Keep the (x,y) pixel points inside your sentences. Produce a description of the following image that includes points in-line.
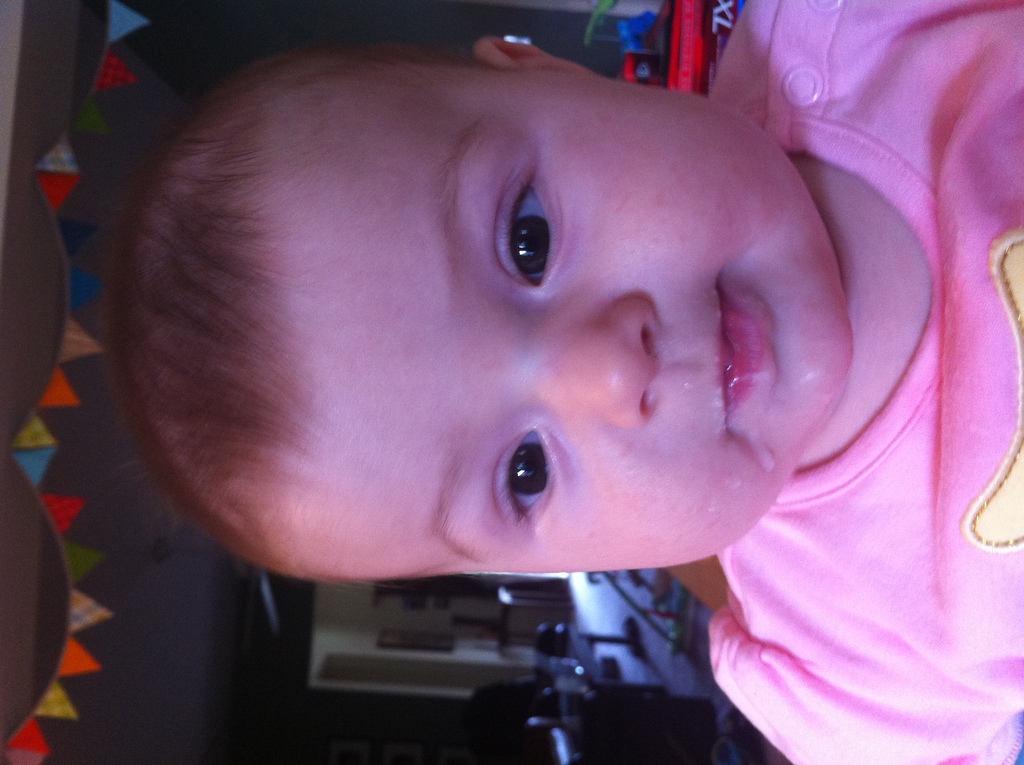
In the foreground of this image (490,393), there is a baby (744,336) in pink T shirt (881,548). On the left (62,348), there are bunting flags (63,380). In the background (433,705), the objects (524,680) are not clear.
